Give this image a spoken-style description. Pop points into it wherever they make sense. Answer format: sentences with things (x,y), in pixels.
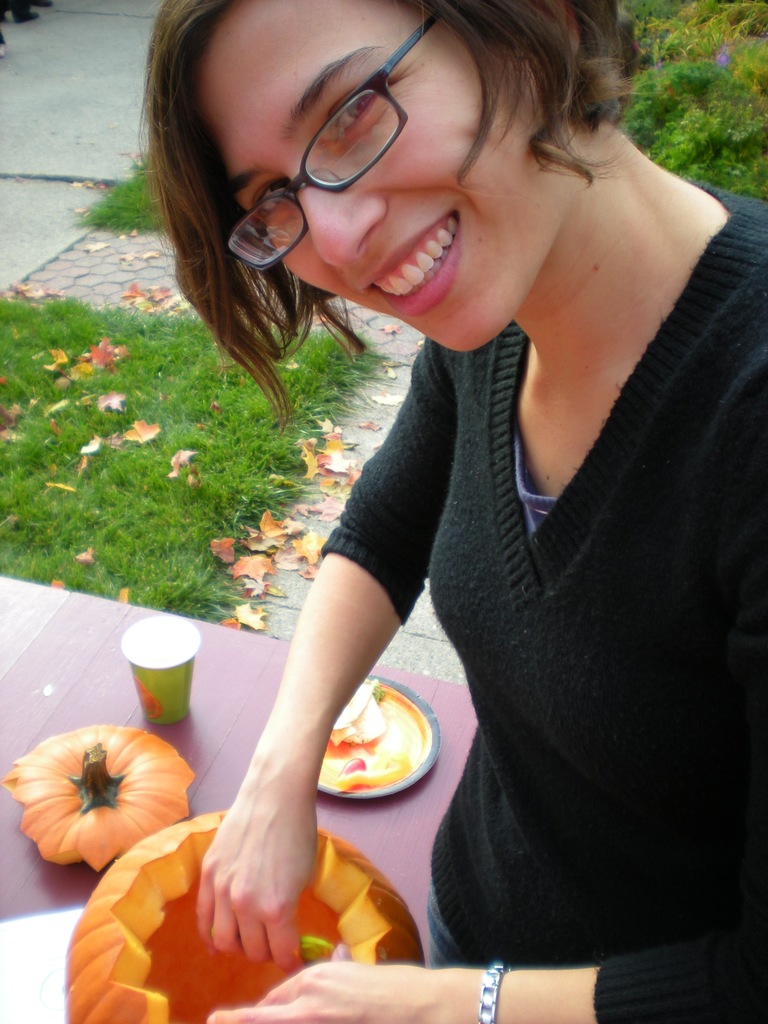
In this image in the foreground (469,482) there is one woman (509,657) who is standing and smiling beside her there is one table (402,868), on the table (410,896) there is one cup plate (162,674) and a pumpkin (344,915) and in the background (133,385) there is grass (164,357), dry leaves (296,510) and a walkway (89,115).
